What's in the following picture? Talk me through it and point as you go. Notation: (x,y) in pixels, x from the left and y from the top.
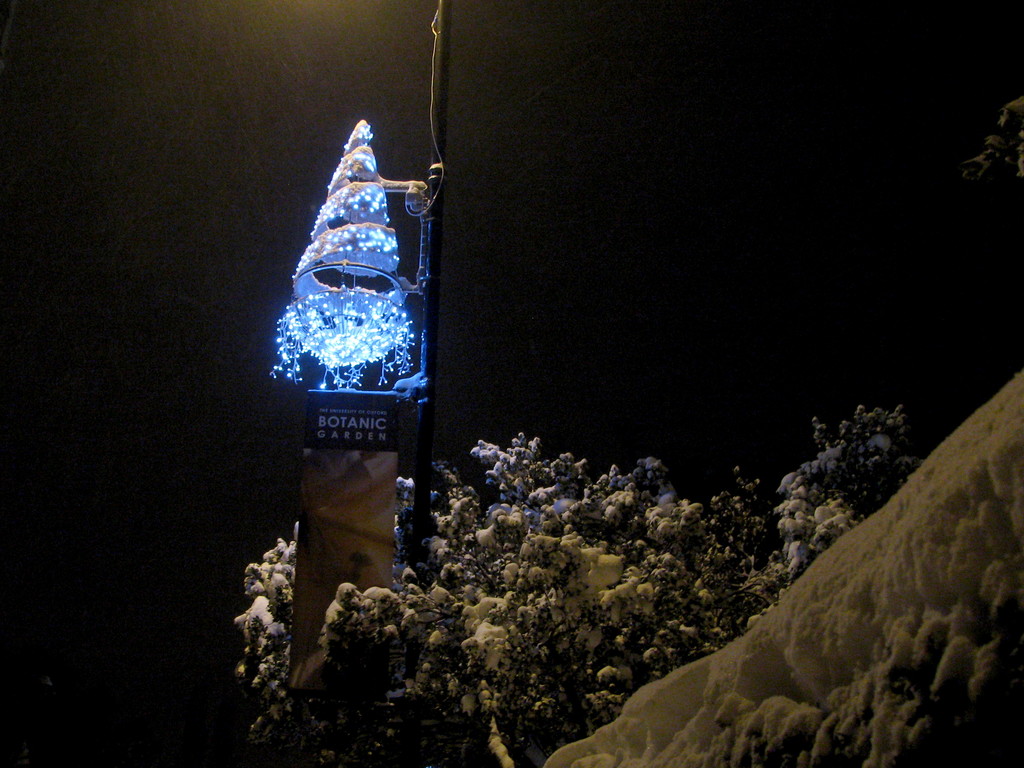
In this image there are plants (585,617) and there is a board (334,440) with some text (346,433) written on it and on the top of the board (340,411) there is a tree (346,260) with lights (361,238).
